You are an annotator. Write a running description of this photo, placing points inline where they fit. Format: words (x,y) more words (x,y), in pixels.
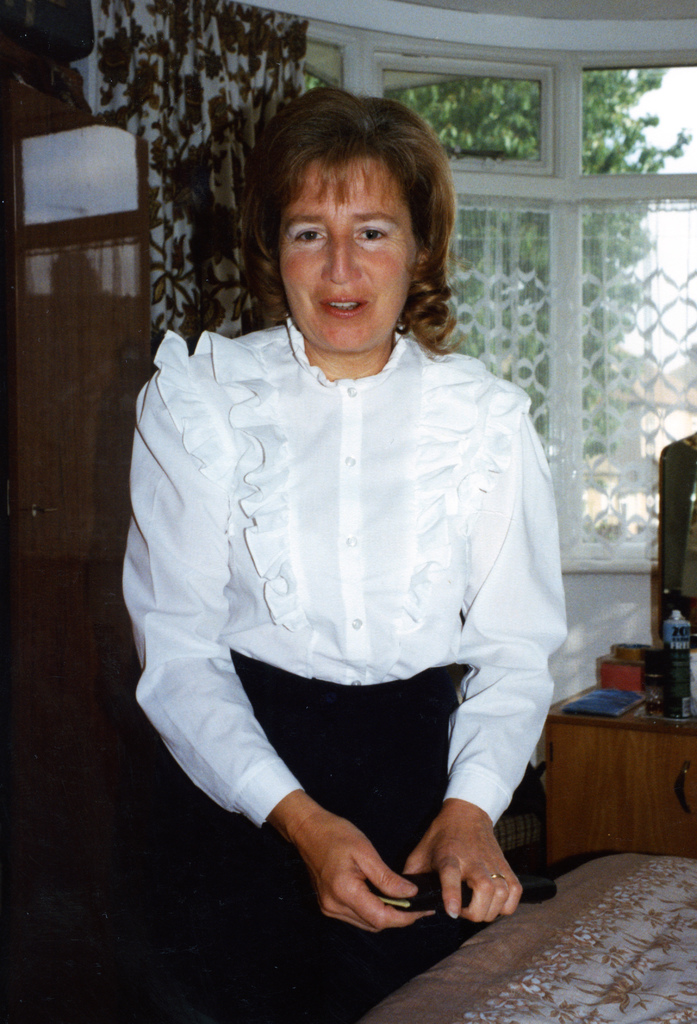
In this picture we can see a woman (291,432) holding a black object (378,892) in her hand (511,871). There is a bottle (676,630) and other objects (589,701) on a wooden desk (671,720). We can see a curtain (218,281) and a window (636,271). Through this window (496,159), we can see a tree (516,289) in the background (451,142).
